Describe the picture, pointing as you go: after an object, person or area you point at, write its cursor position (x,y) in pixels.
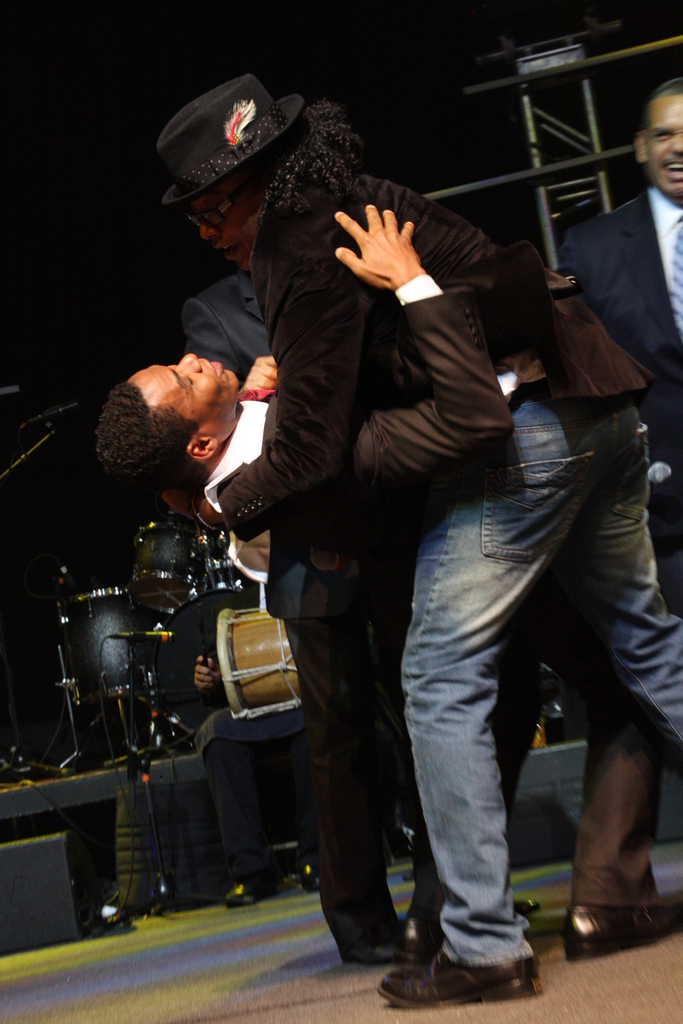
This picture shows four men (647,450) standing on the dais (549,915) and a person (231,379) bending back.
